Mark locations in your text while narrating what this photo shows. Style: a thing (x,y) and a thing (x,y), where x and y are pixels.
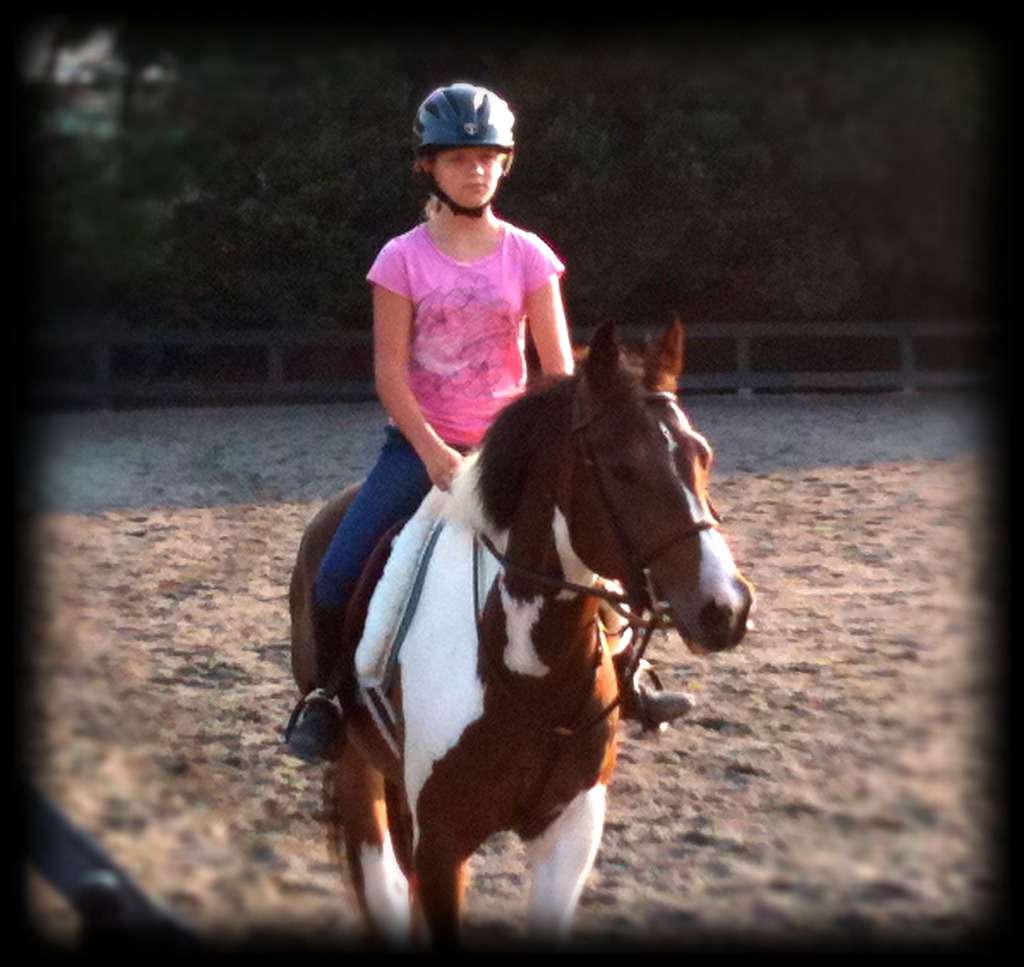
In this image we can see many trees (793,214). There is a fencing (922,380) in the image. A girl (510,330) is riding a horse (649,506). There is an object (104,912) at the left side of the image (95,887).
